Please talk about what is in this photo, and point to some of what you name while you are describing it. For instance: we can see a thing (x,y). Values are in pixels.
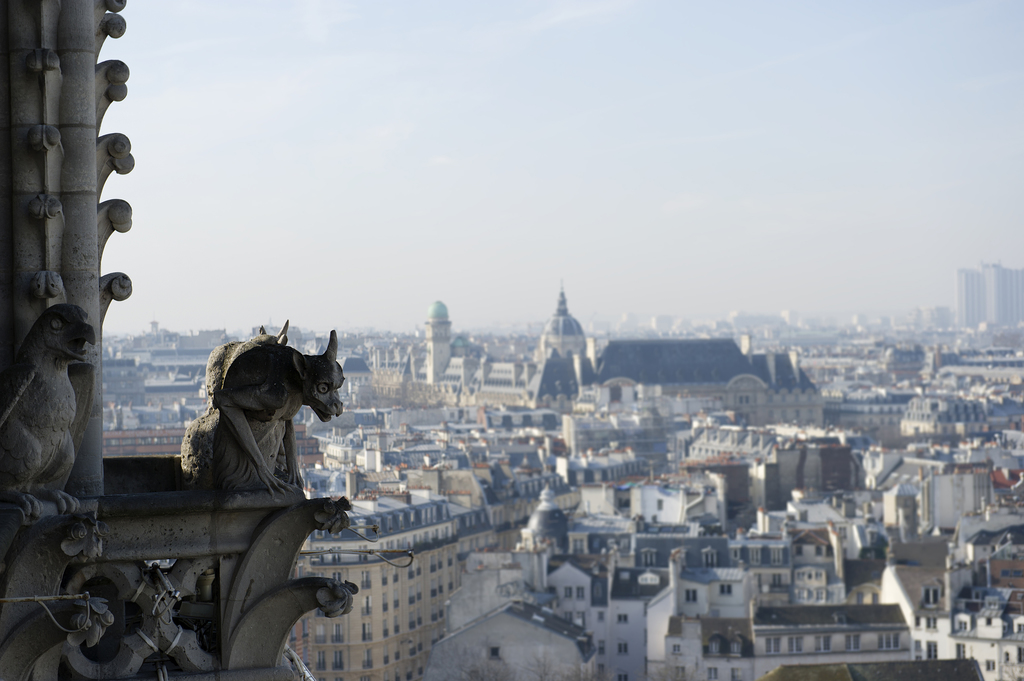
In the center of the image (472,362) there are many buildings (881,488). To the left side of the image (18,398) there is sculpture (327,408).
